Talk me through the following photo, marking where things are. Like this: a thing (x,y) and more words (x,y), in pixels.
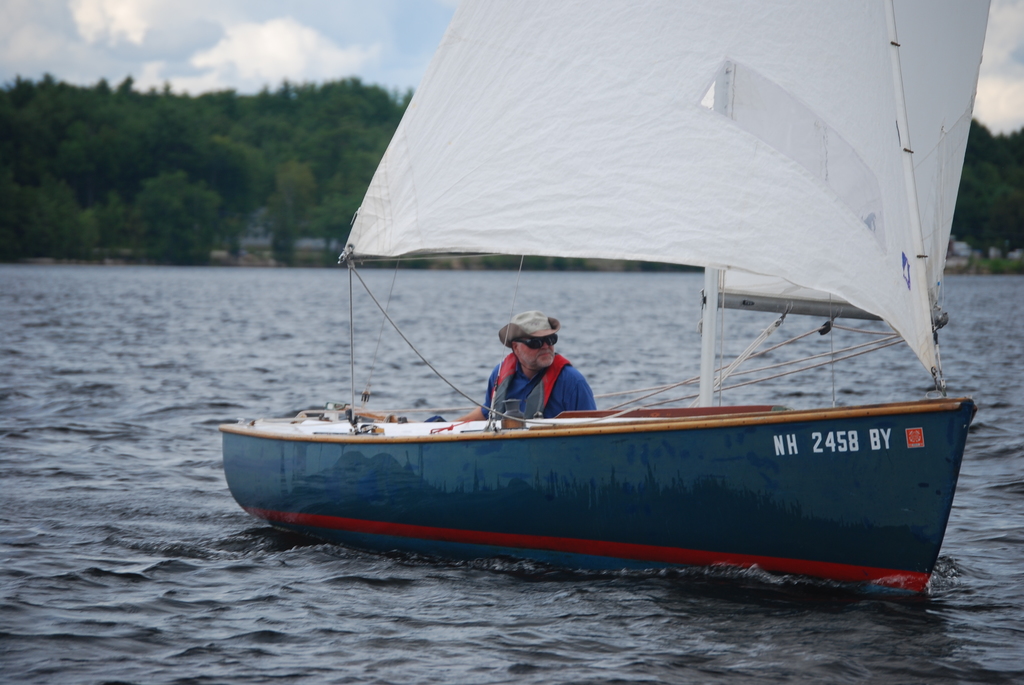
In this image we can see a boat (565,417) and one man (541,381) is sitting in the boat (604,490). The background of the image (184,154) trees (311,139) are there. The sky (315,40) is covered with clouds (164,23). Bottom of the image (273,613) water (381,613) is there.
